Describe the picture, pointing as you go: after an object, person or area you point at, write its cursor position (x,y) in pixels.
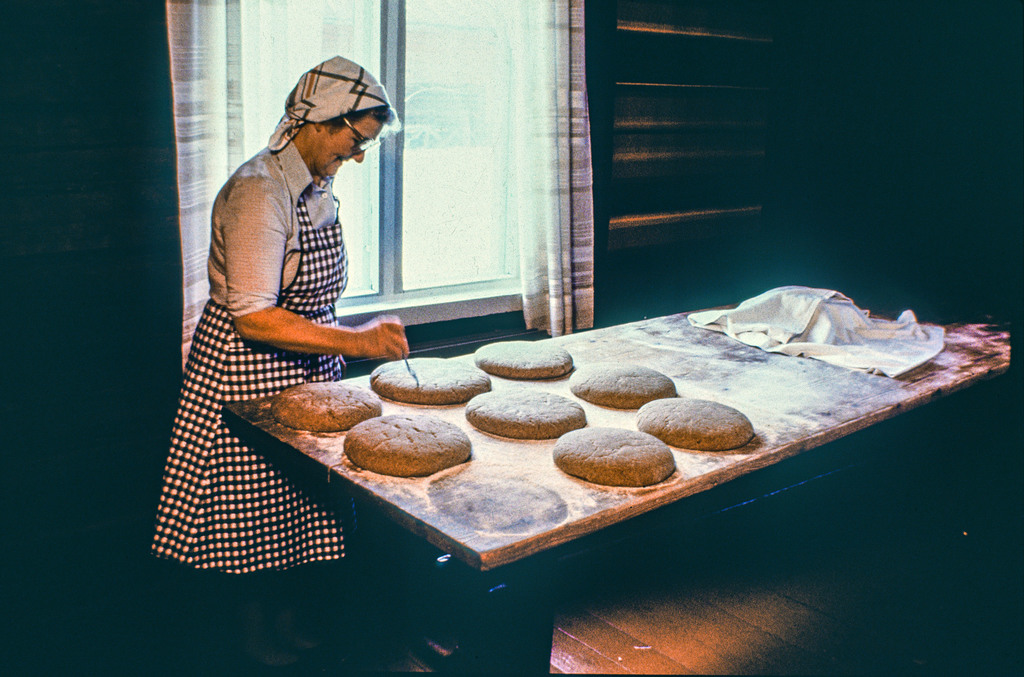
In this picture I can see a woman (318,513) is making the food (374,398), in the background (194,43) there are windows (393,248) and curtains (555,142) on the wall (439,341).
